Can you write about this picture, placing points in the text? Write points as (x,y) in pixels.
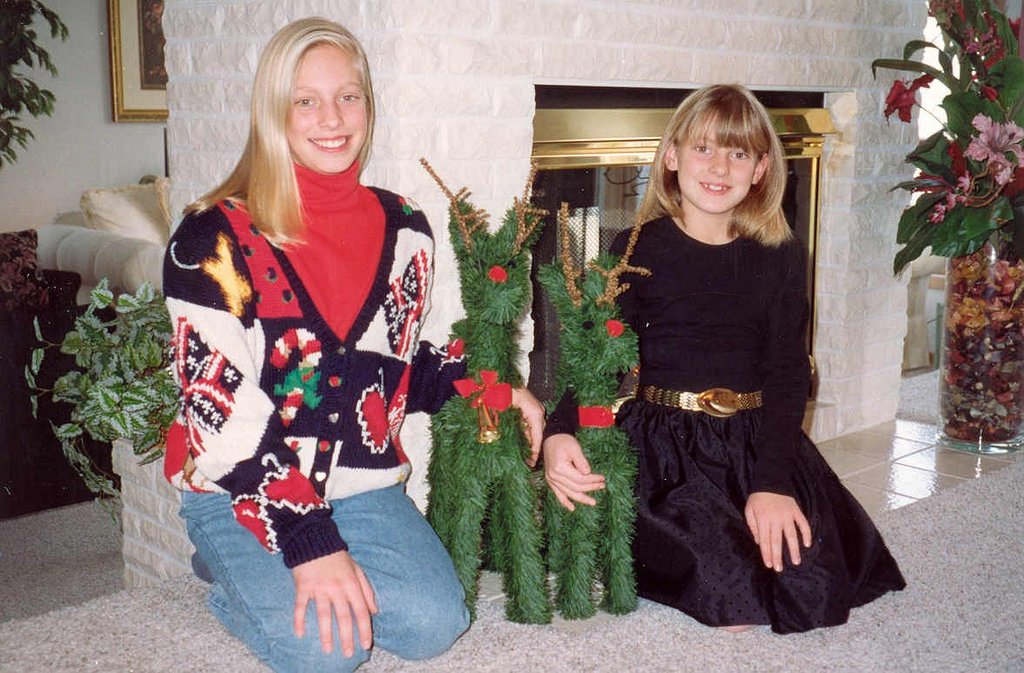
On the left side (263,230), there is a girl (268,219) in red color t-shirt (333,228), kneeling down, smiling and holding a green color doll (484,336) with a hand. On the right side (748,274), there is another girl (768,276) in black color dress (729,259), kneeling down on the floor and there is a flower vase (953,360). In the background (981,67), there are plants (107,367), photo frame (127,18) attached to the white wall (100,155) and there are other objects (615,92).
